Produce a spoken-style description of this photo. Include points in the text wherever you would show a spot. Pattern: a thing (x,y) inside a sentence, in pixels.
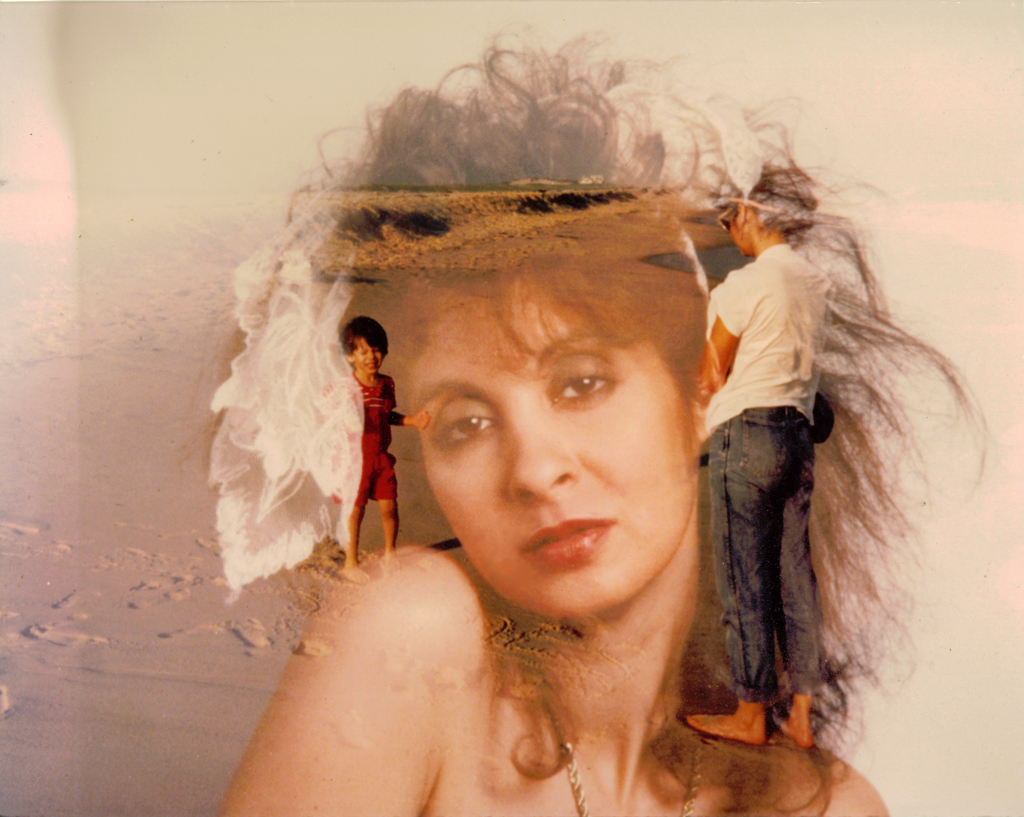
This is an edited image. in this picture we can see a woman (594,764). In this picture we can see a kid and a woman (775,446) playing, in the background (750,491). Towards left (95,594) we can see sand (96,525).
